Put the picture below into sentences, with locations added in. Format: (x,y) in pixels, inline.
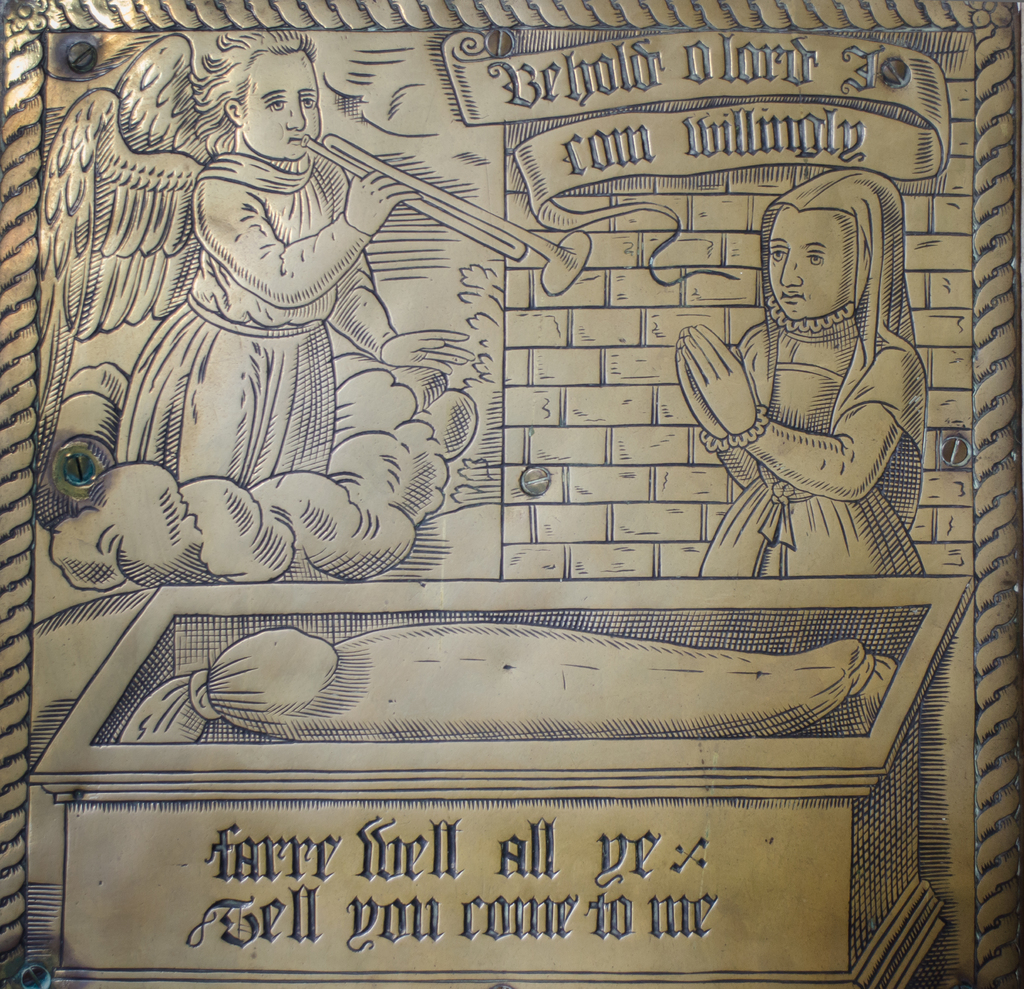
In this image I can see the metal object (352,230). On the object (367,440) I can see two people (338,259), box (79,818) and the text (498,897).
